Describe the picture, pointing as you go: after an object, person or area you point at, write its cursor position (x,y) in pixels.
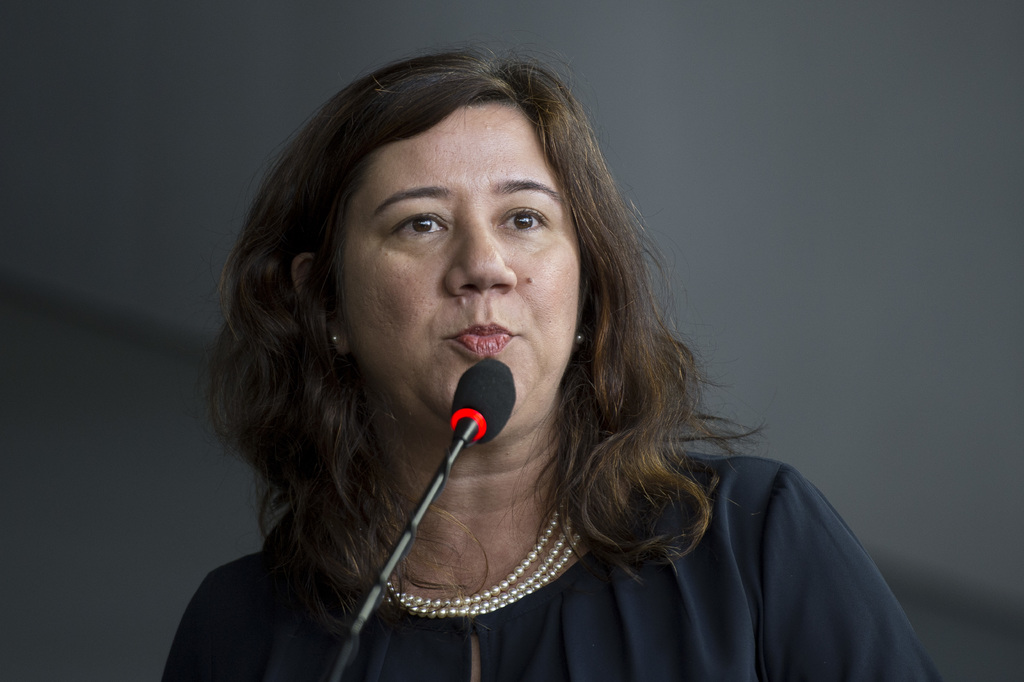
In the middle (386,309) a woman (527,421) is there it is a microphone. She wore a black color dress (716,576).
